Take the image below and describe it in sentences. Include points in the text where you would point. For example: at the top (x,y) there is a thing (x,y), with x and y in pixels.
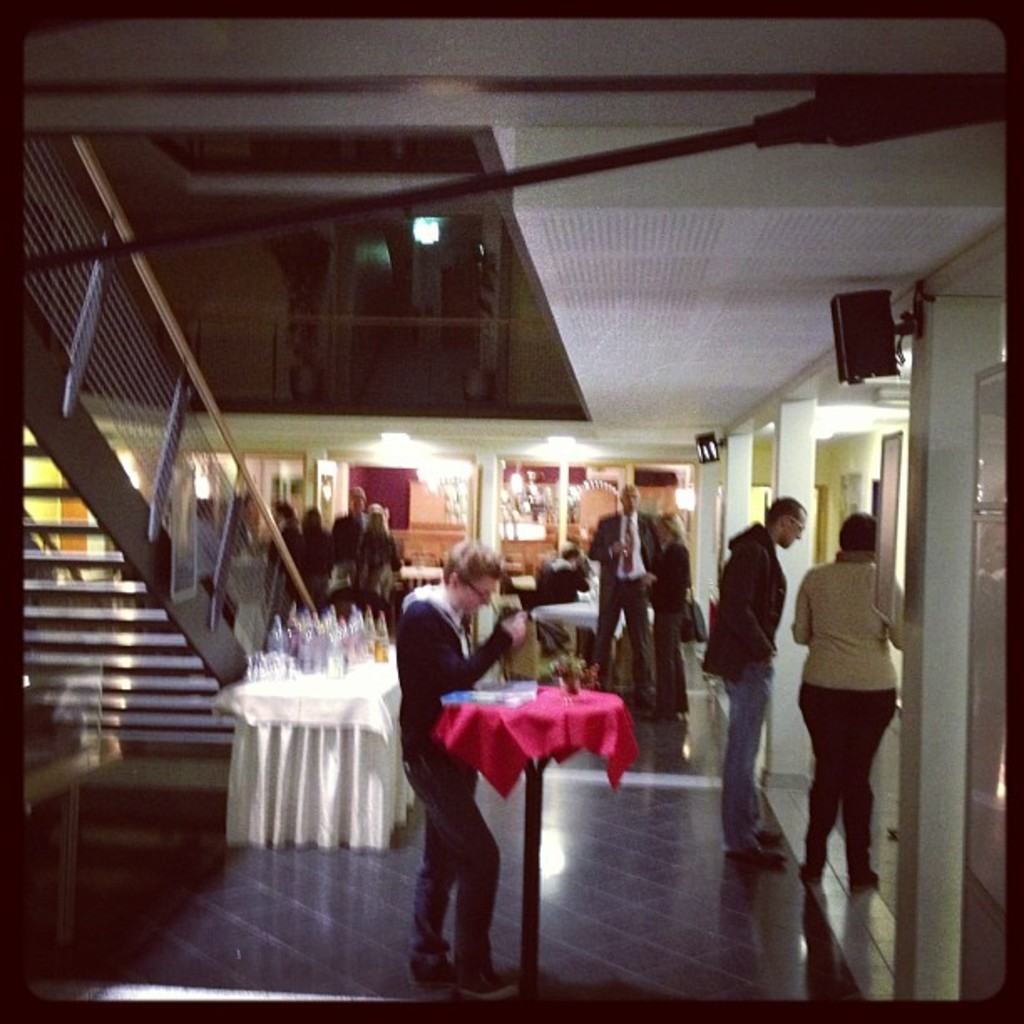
In the middle (417,658) bottom, one person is standing in front of the table (543,740). In the background (575,586), group of people (327,535) standing in front of the staircase (130,588) and in front of the pillar (803,491). A roof top (693,304) is white in color. In the left middle (309,671), a table (295,692) is there on which bottles (374,660) are kept. This image is taken in a building (788,588).
